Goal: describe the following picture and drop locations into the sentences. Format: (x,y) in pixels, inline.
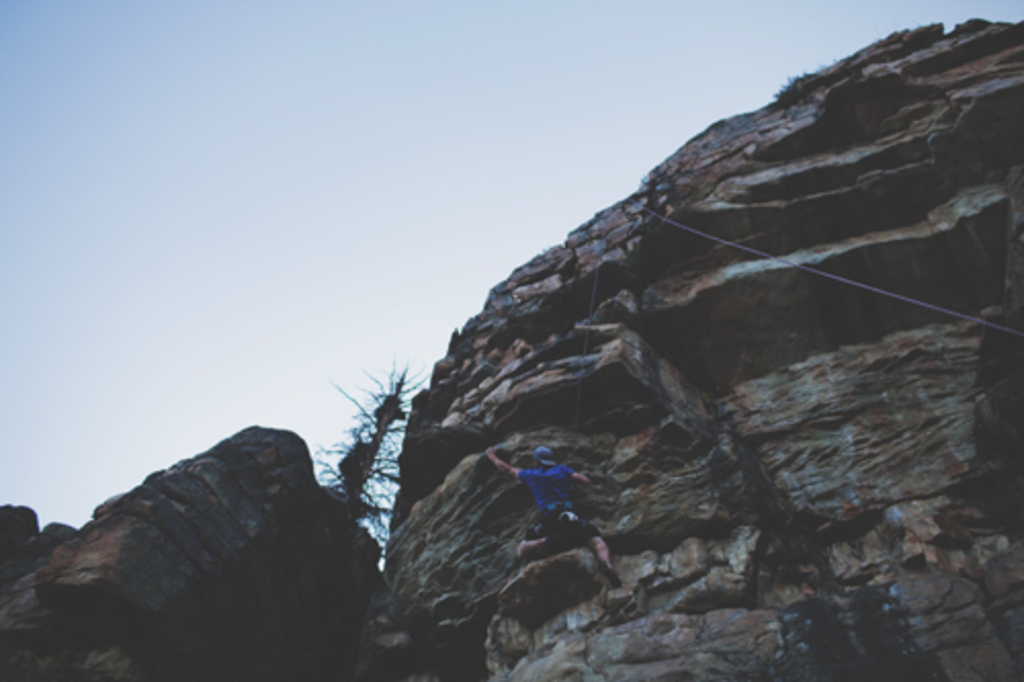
In the middle of the image (548,453) we can see a man (603,541), he is climbing the rock (551,578) and we can see a rope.
